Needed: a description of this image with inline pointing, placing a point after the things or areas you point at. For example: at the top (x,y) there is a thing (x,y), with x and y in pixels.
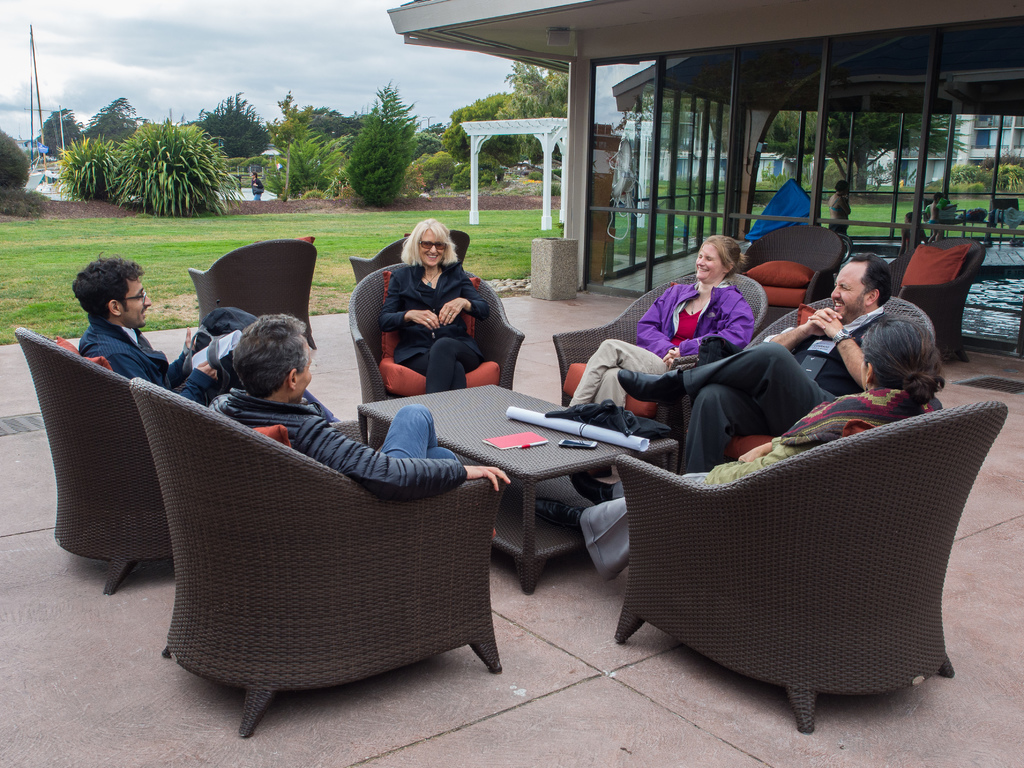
In this image there are group of persons (417,356) sitting and smiling and there are sofas (800,257) and on the sofas (817,263) there are cushions (786,268). In the center (512,432) there is a table (534,455) and on the table (551,451) there is a paper (567,428) and there is an object (609,416) which is black in colour and there is a book (518,438). In the background (342,224) there is grass (338,217) on the ground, there are trees (350,147), buildings (733,148) and there are persons (933,210) and the sky (258,71) is cloudy.
